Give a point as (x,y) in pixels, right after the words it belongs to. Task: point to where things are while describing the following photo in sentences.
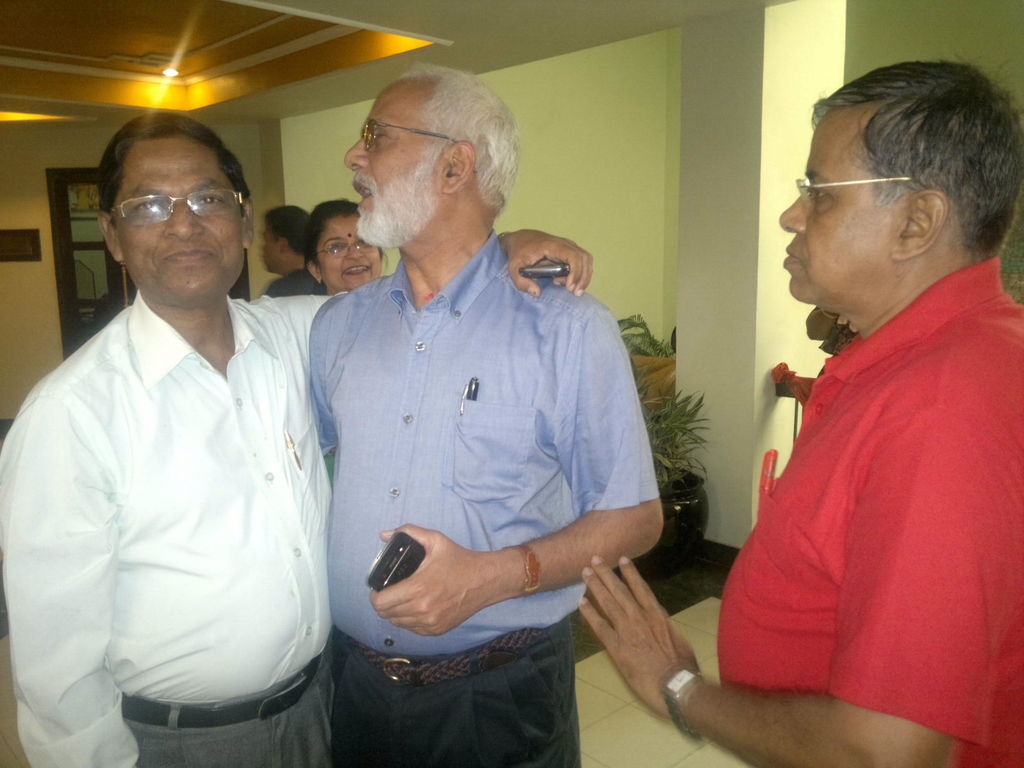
In the foreground of this image (491,597), there are three men (361,619) standing where two men (538,316) are holding mobile phones (554,272). In the background (324,273), there are two people (335,259), a plant (668,411), wall (603,125), door (85,296) and a light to the ceiling (213,61).
